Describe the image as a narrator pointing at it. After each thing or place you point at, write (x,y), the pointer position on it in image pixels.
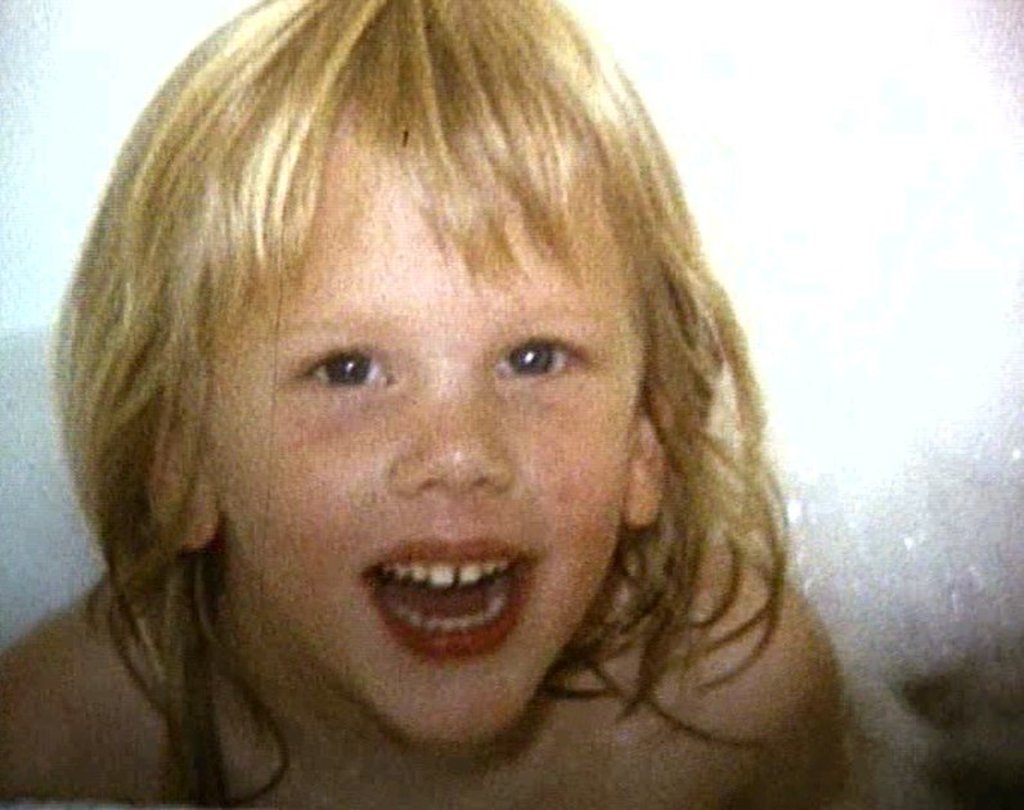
In the image in the center (457,420), we can see one kid (535,544) smiling.
